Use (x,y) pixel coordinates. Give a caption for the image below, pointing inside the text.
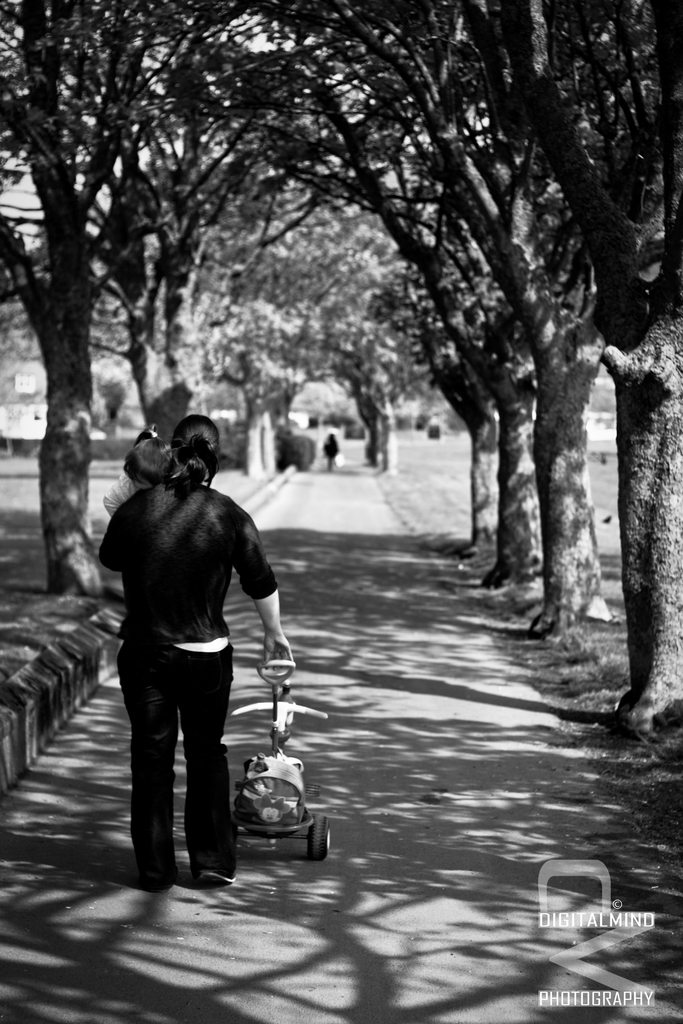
This is the black and white image where we can see a person (150,588) is carrying a child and the baby cycle (314,842) is walking on the road (432,825). Here we can see trees (645,381) on the either side of the image. The background of the image is slightly blurred, where we can see a person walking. Here we can see the logo (605,987) on the bottom right side of the image (604,933).
